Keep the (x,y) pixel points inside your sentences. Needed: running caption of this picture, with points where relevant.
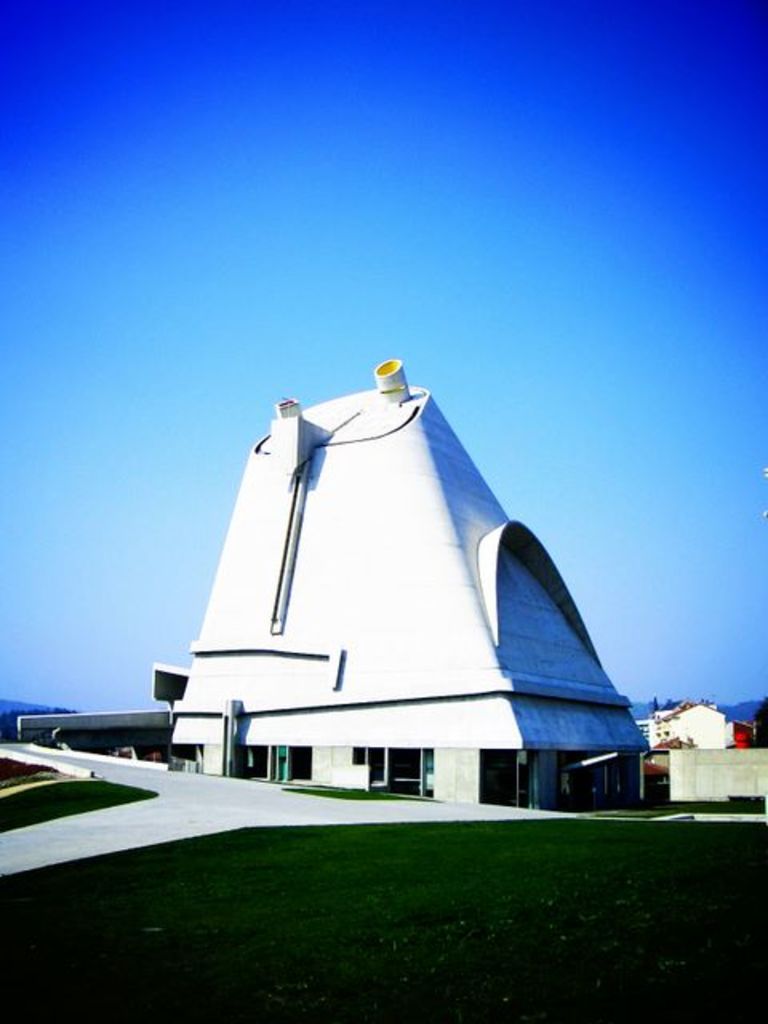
In the image in the center (393,610) we can see one building (281,757), wall (328,776), compound wall (728,784), grass (92,993) and road (196,807). In the background (84,235) we can see sky (242,128) and building (684,729).
